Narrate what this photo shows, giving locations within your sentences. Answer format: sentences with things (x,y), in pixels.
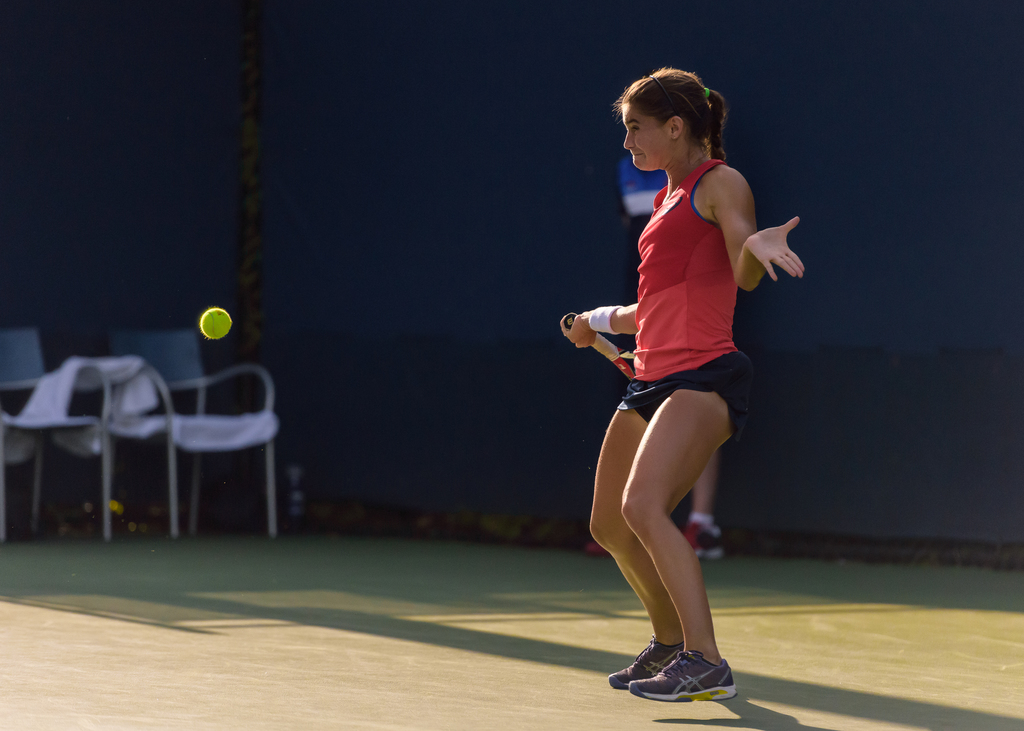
This is the picture of a tennis court (536,651). In this image there is a woman (653,432) holding the bat (621,366) and jumping. There is a person (696,545) standing behind the woman (648,455). On the left side of the image (186,381) there are chairs (166,432) and there is a green ball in the air (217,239). At the back (237,172) there is a dark blue sheet (276,155).
